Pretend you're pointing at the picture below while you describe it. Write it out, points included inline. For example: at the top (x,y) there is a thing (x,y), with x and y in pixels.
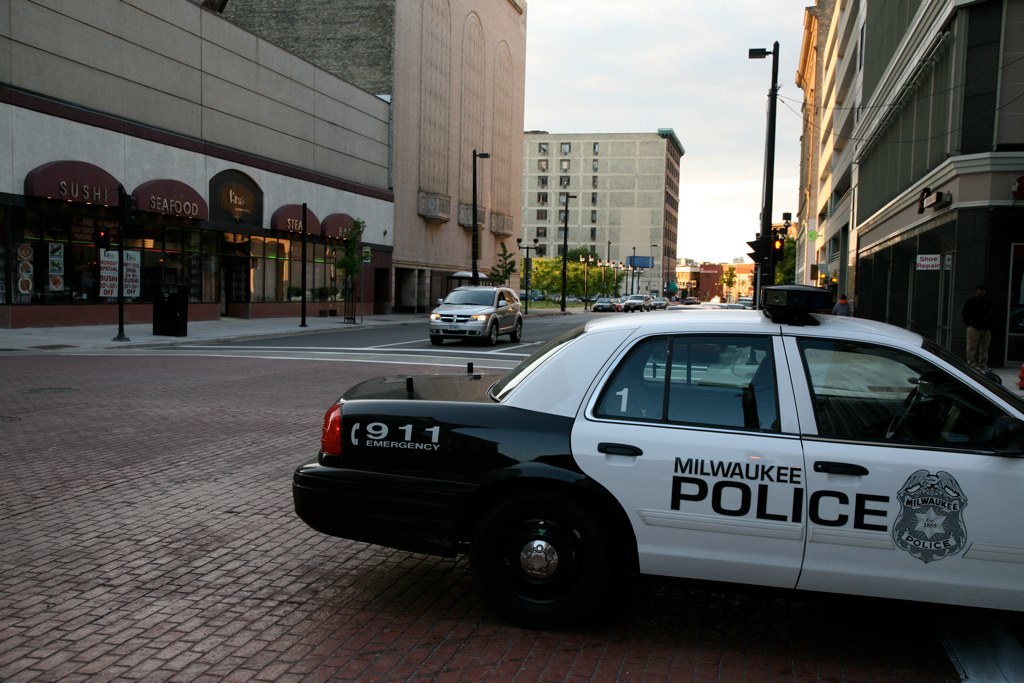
In this picture there is a car (1023,492) in the right side of the image (699,374), there are buildings (511,175) and poles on the left (334,142) and right side of the image (759,261), it seems to be the road side view.
